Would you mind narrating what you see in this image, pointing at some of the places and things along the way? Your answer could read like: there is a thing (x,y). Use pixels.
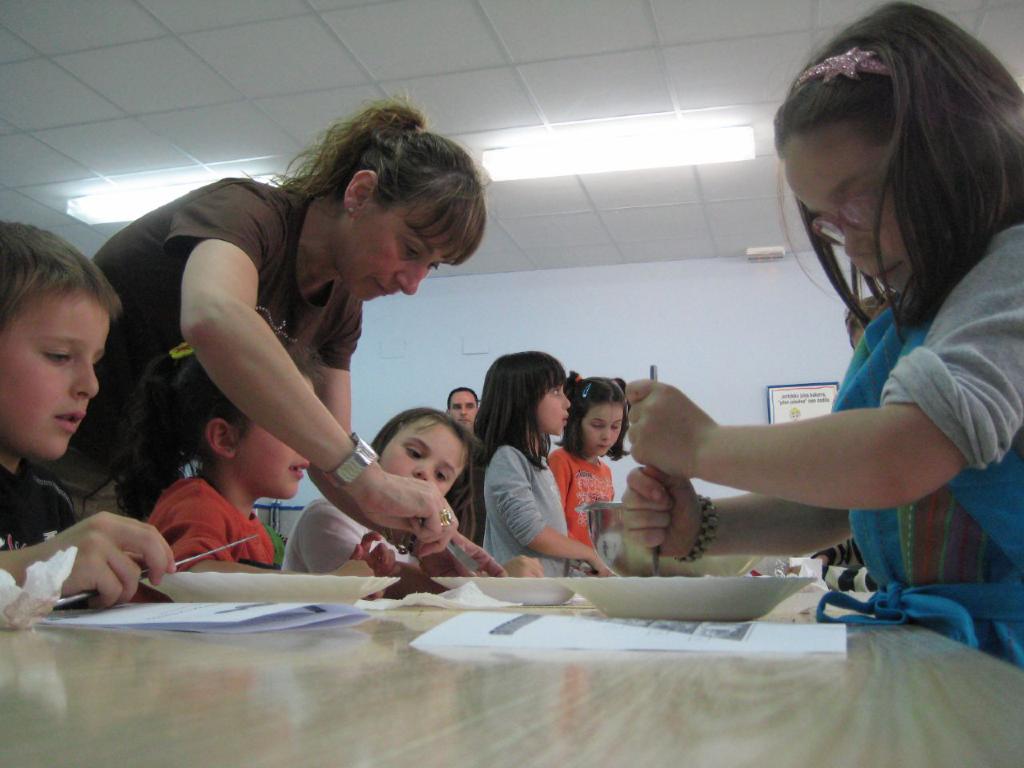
In this image we can see some people (616,413) standing. In that the woman (427,498) and a child (863,550) are holding the knives (463,556). We can also see a group of people (345,550) sitting beside a table (441,701) containing some plates (498,594) and papers (290,616) on it. On the backside (624,321) we can see a board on a wall (769,336) and a roof (630,193) with some ceiling lights (622,152).
